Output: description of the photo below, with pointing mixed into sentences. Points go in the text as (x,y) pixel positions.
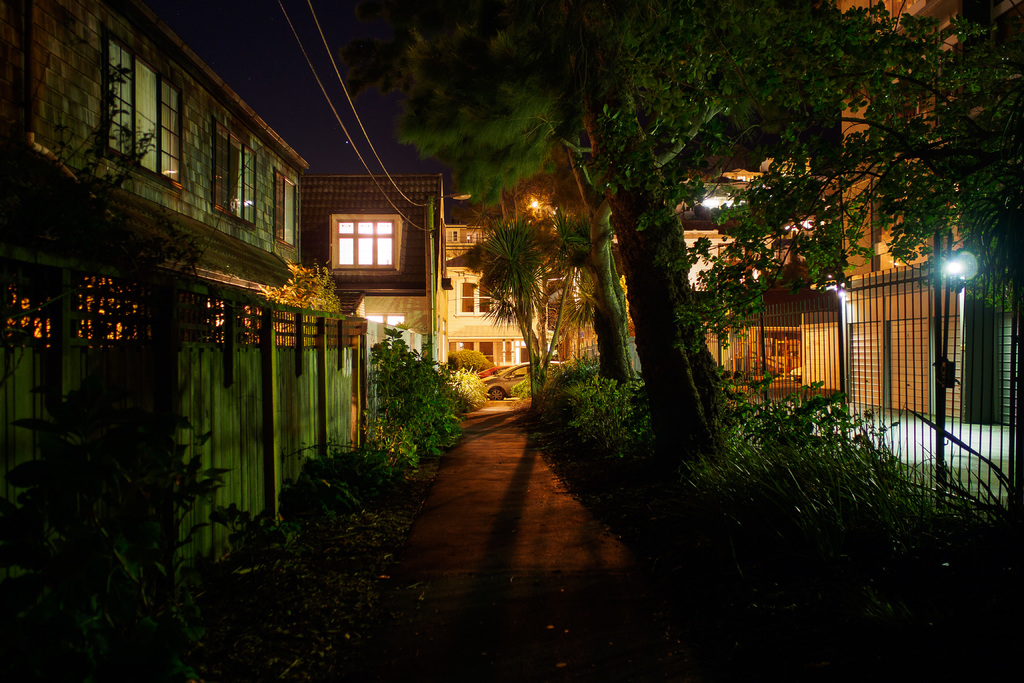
In the image we can see some plants (59,221) and wall (818,332) and buildings (253,142) and poles (1012,430) and lights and trees (616,342). In the middle of the image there are some vehicles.
